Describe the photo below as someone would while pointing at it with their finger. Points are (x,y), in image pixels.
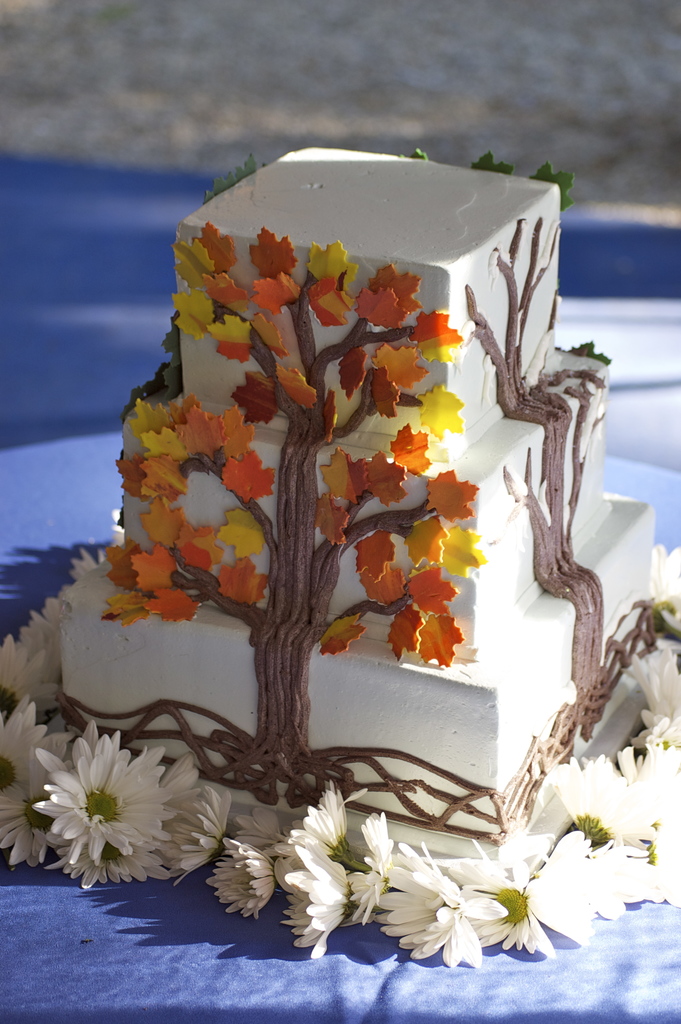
In this image, we can see a cake (635,537) and there are some white color flowers (241,855) around the cake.
